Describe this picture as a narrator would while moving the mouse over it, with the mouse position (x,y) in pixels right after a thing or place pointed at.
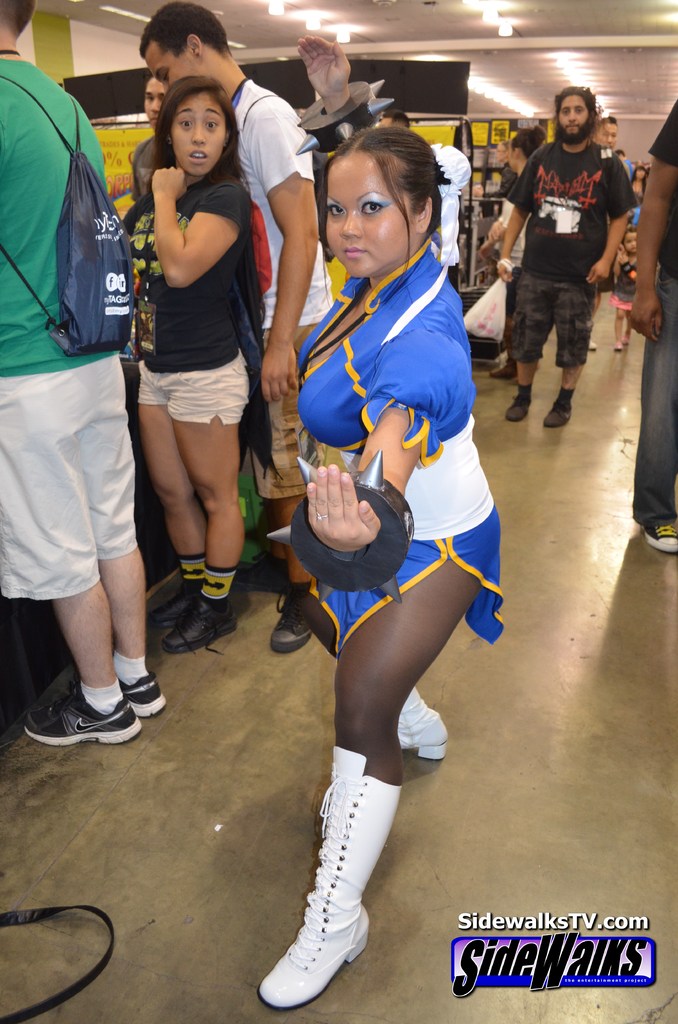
As we can see in the image there are few people (238,434) here and there, wall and lights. The woman (373,546) standing in the front (370,601) is wearing blue color dress (340,406) and white color shoes (354,924).
